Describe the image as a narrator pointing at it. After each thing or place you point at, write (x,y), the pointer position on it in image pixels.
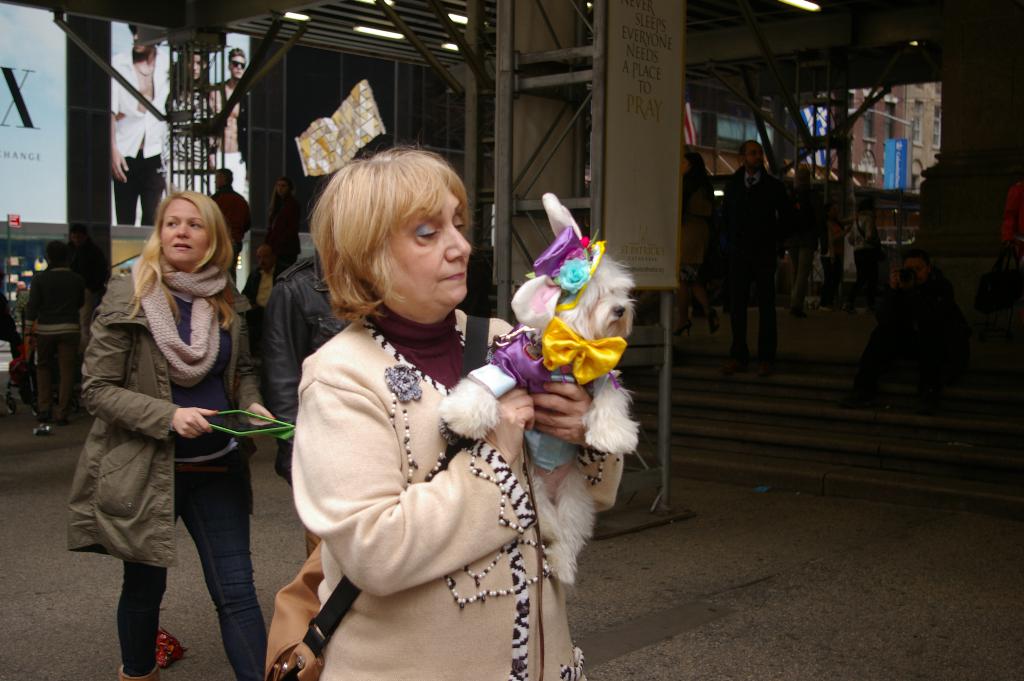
In the picture I can see people (322,363) among them the woman (316,400) in the front (460,396) is holding a dog (473,434) in hands (510,432). In the background (133,107) I can see a board (62,180) and some other objects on the ground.
